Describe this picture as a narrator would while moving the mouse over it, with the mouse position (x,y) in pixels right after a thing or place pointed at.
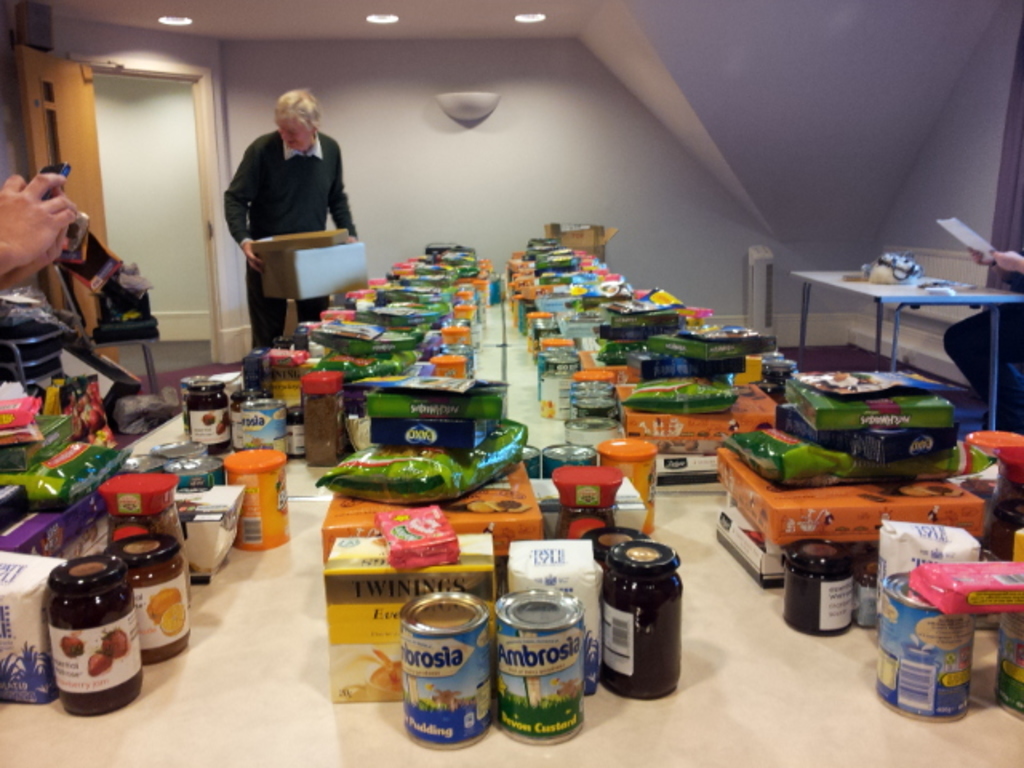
To the front (296,723) bottom of the image (261,706) there is a table (311,607) with packets (438,539), tins (431,715), jars (74,642) and few other items (456,413) on it. To the right side of the image (917,292) there is a table (897,295) with a few items (899,265) on it. And behind the table (966,287) there is a person (1007,324) sitting. And in the background (295,174) there is a man (281,172) with black jacket (300,188) is standing and holding a cardboard box (313,250) in his hands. Behind him there is a white wall (432,133). To the left side of the image there is a door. And to the top of the image (160,21) there are lights (176,21).
